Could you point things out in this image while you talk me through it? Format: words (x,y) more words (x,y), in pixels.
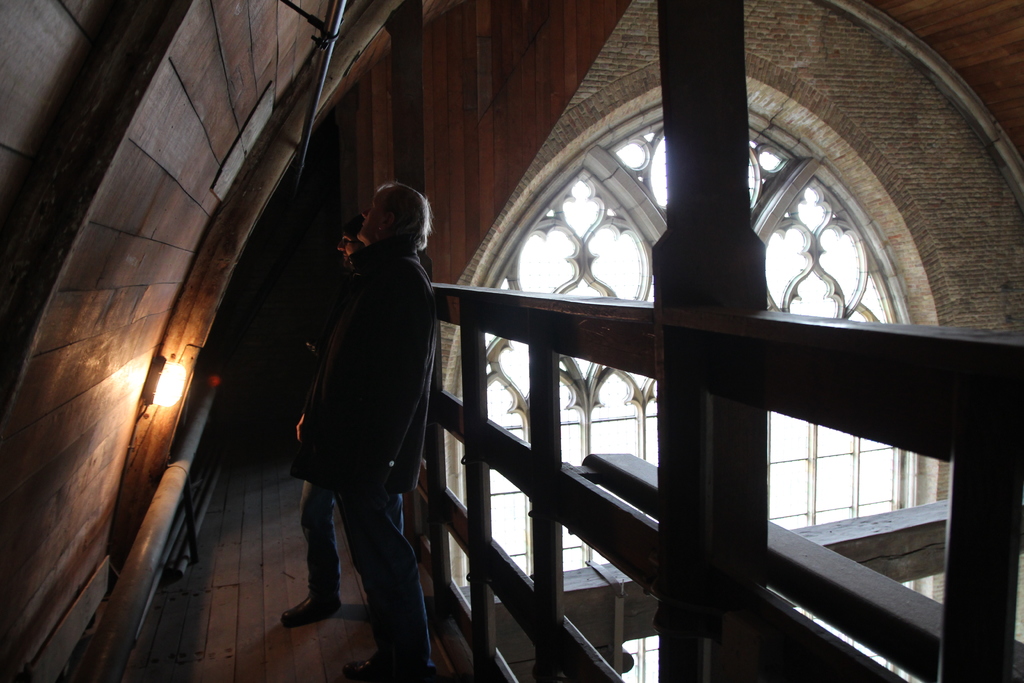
In this image there are persons (322,431) standing in the center (358,395). On the left side (174,381) there is a light (161,387) on the wall (154,263) and there is a grab bar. On the right side (709,346) there is a railing (600,313) and there is a window (803,267) and there is a wall (845,133).
